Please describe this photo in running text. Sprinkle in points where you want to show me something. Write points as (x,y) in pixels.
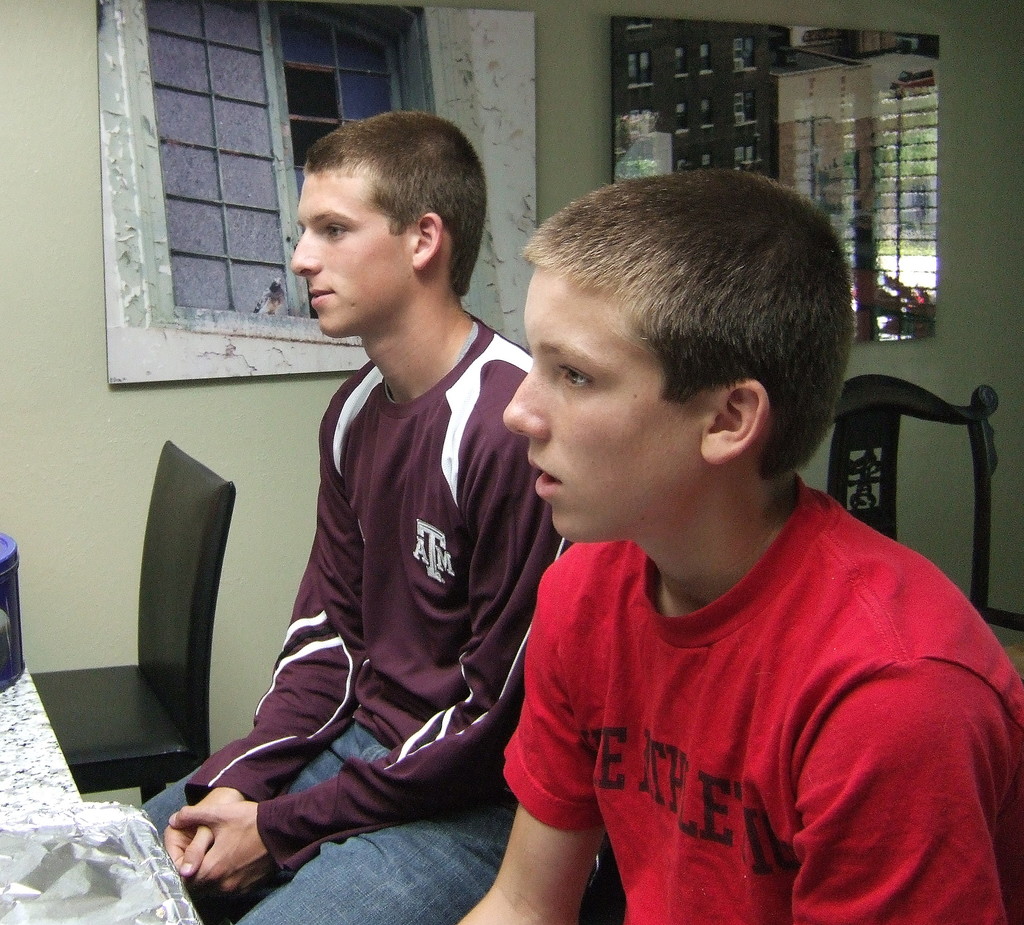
To the right side (805,685) there is a boy (771,635) with red t-shirt (719,682) is sitting. Beside him there is a boy (431,519) with maroon t-shirt (436,555) and jeans (329,853) sitting. In front of them there is a table (30,762). And beside him there is a black chair (144,663). On the top corner (164,135) there is a picture (126,167). And behind them there is a picture (808,102).
